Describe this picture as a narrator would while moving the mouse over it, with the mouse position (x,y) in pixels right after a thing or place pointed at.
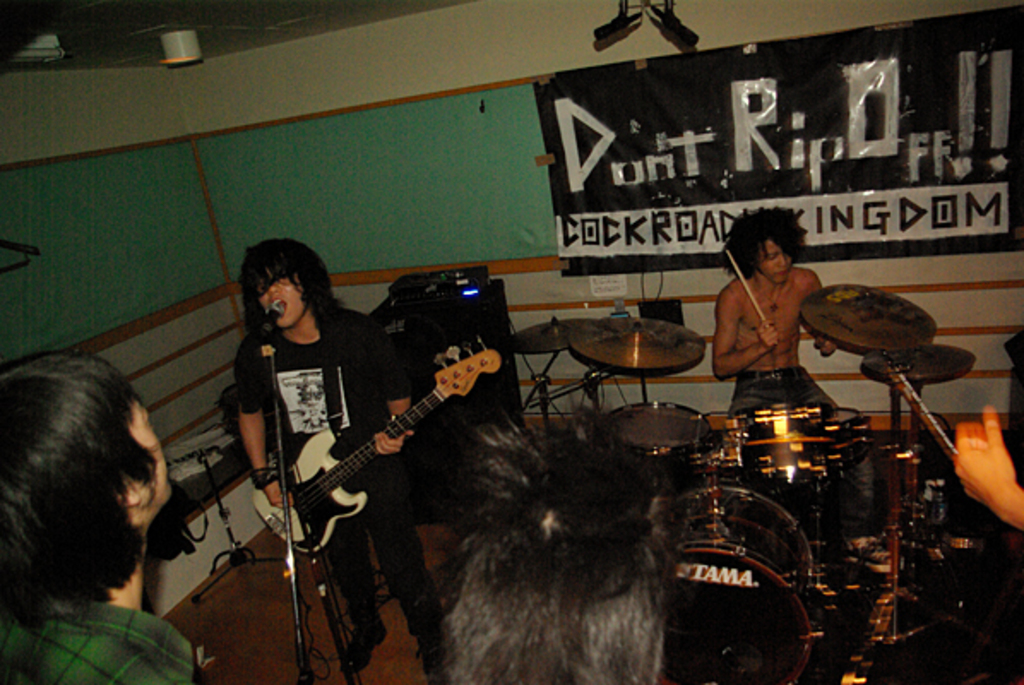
In this picture we can see two men (315,306) where one is holding guitar (400,416) in his hand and playing it and singing on mic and other playing drums (688,335) holding stick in his hand (766,334) and in front of them we have some more persons (571,571) and in background (274,213) we can see wall (540,202), banner (593,215), speakers (486,320).
